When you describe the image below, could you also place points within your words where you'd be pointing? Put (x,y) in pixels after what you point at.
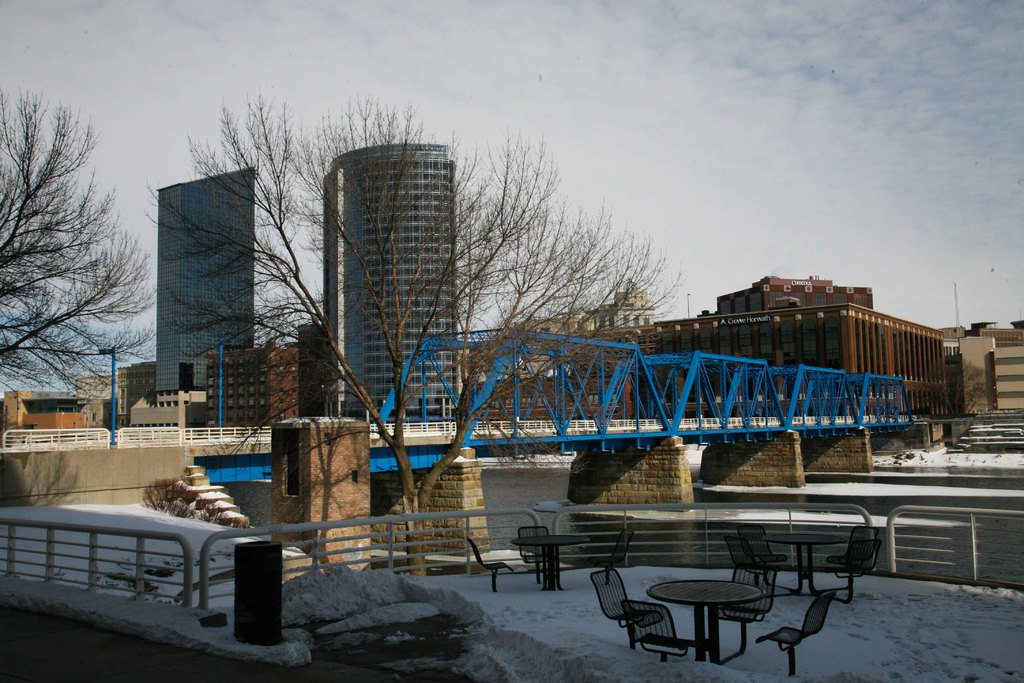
In this image we can see buildings (907,368), bridge (473,527), water (733,528), snow (802,515), table (719,585), chairs (792,635), trees (364,251), sky (857,46) and clouds (643,167).
